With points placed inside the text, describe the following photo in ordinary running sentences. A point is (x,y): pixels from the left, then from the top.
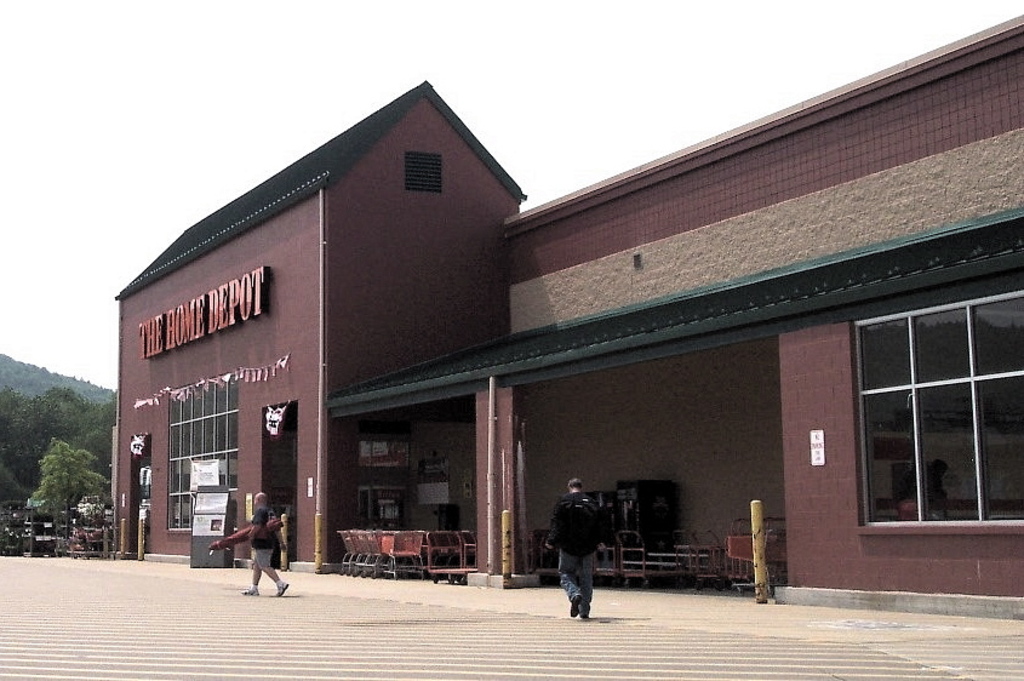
In the center of the picture (365,450) there is a building (681,354). In the foreground (254,520) there are people (251,560) walking on the road (285,594). On the left (80,465) there are trees (65,450) and vehicles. Sky (133,141) is clear and it is sunny.
